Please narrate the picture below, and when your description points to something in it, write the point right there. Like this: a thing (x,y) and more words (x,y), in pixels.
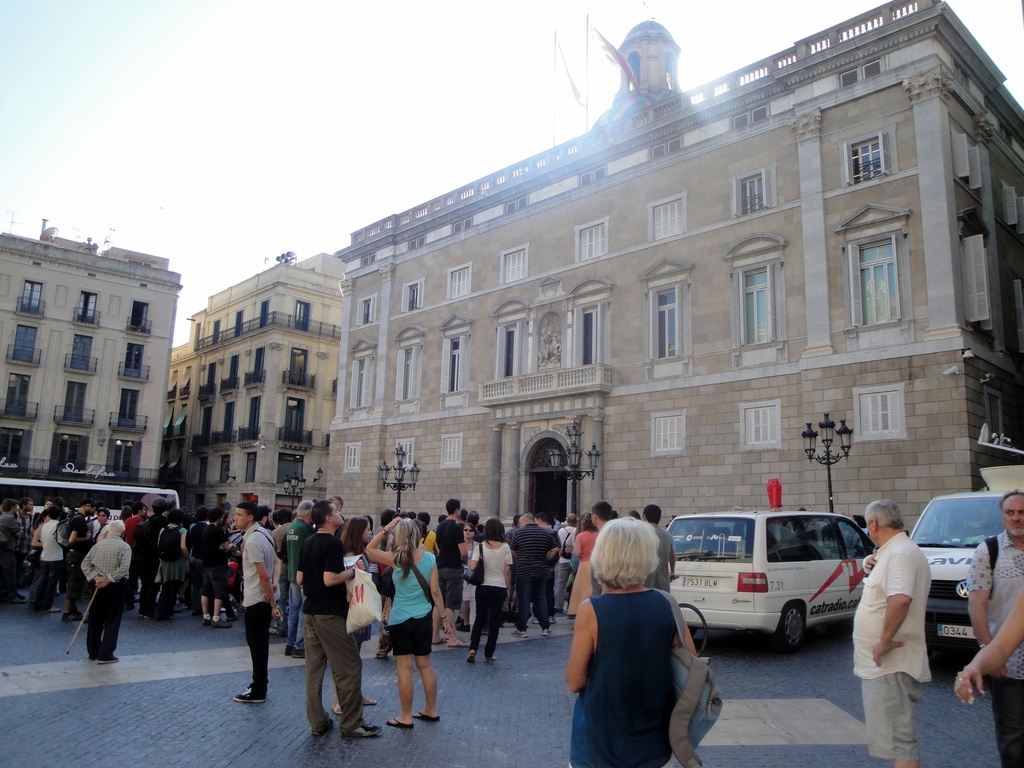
This picture is clicked in the city. In this picture, we see many people (281,528) are standing on the road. On the right side (705,582), we see two cars (815,531) which are parked on the road (847,627). Beside that, there are light poles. There are buildings (400,356) in the background (461,394). At the top of the picture (332,104), we see the sky (226,245).
